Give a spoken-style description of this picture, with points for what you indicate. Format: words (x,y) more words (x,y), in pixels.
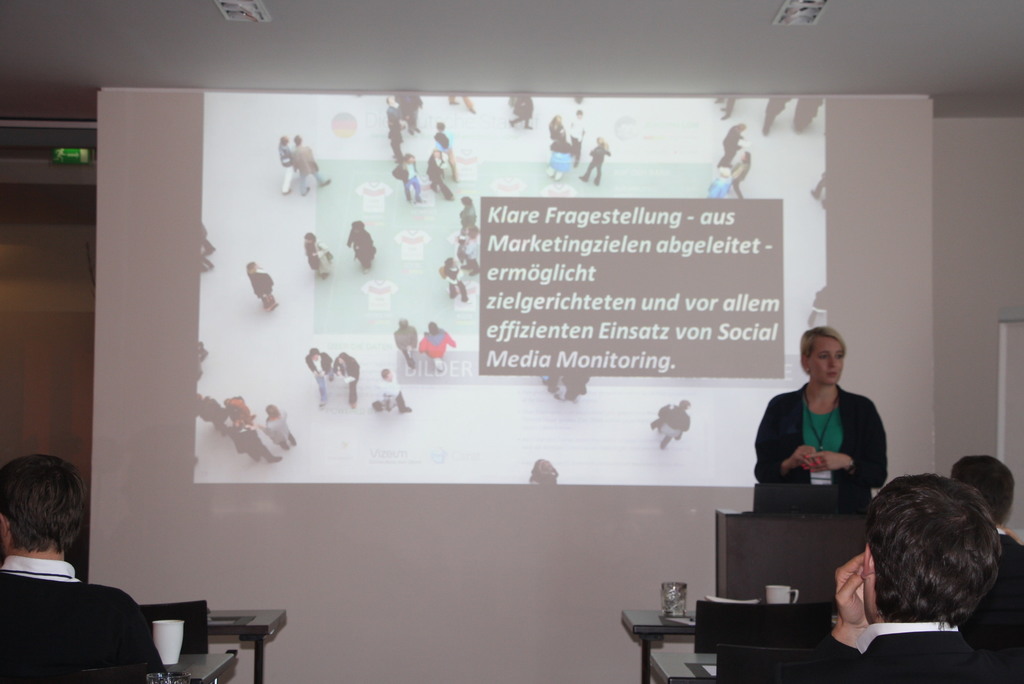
In this picture, we can see a few people (43,595), and a lady (817,407) standing, we can see a podium (796,559), desks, chairs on the ground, we can see some objects (690,667) on the desks (702,680) like cups (679,601), we can see the wall (463,663) with projector screen (578,368), and the roof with lights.
